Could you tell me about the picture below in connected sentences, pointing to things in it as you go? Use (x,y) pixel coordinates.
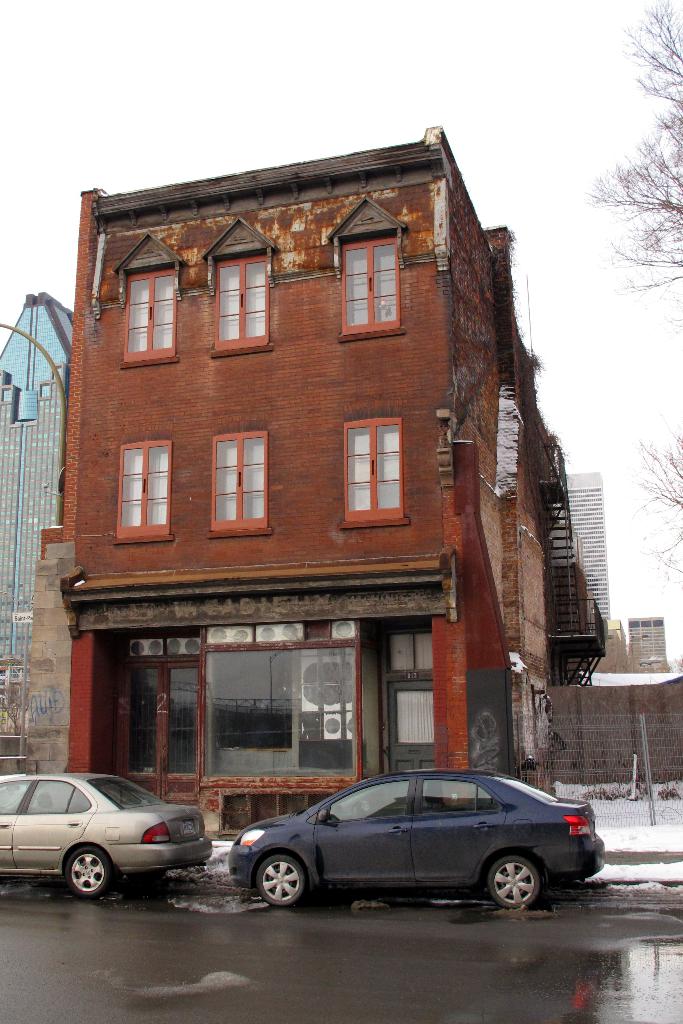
In this image, there is an outside view. There are two cars (446,818) beside the building (181,641) which is in the middle of the image (239,570). There is a sky (350,53) at the top of the image (317,154).
